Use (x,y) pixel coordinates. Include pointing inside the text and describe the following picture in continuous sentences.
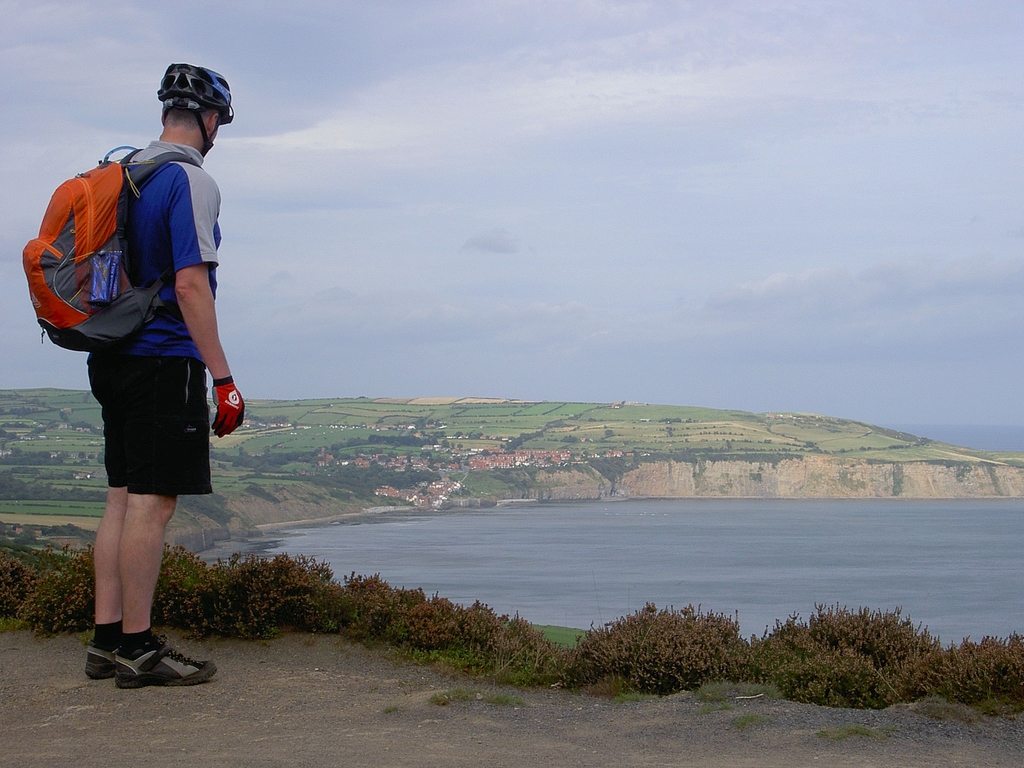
On the left side of the image (148,522) we can see a man (148,522) standing. He is wearing a backpack (93,216). In the background (646,529) there is a sea (707,571), hill (486,431) and sky (690,306). At the bottom (676,651) there are shrubs (491,635).
